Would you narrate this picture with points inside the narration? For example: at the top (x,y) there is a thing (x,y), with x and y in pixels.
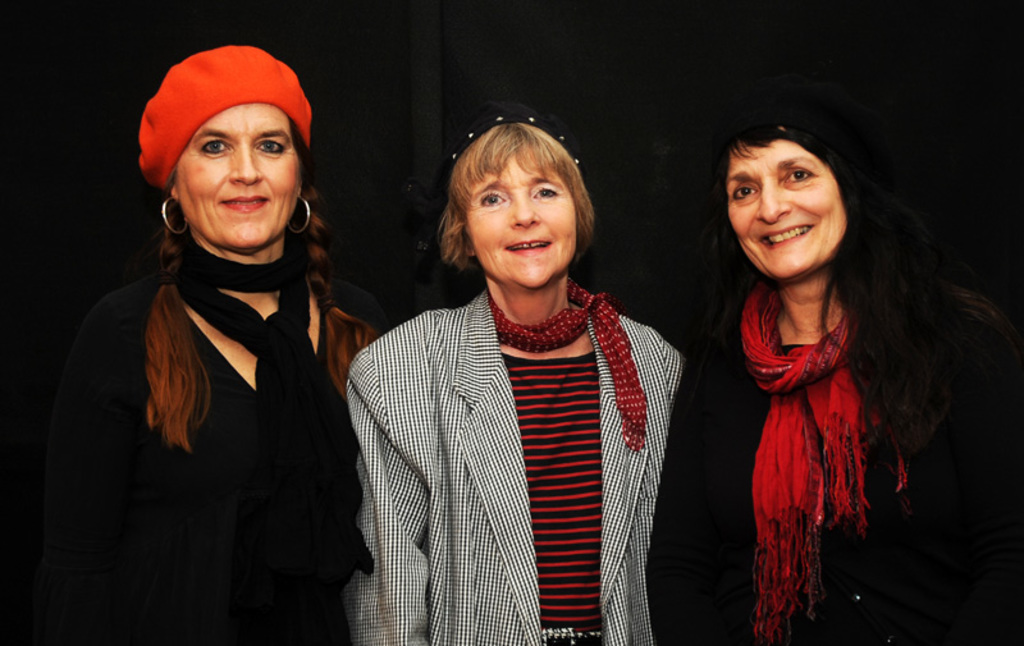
In the picture there are three women (995,422) present standing together.
